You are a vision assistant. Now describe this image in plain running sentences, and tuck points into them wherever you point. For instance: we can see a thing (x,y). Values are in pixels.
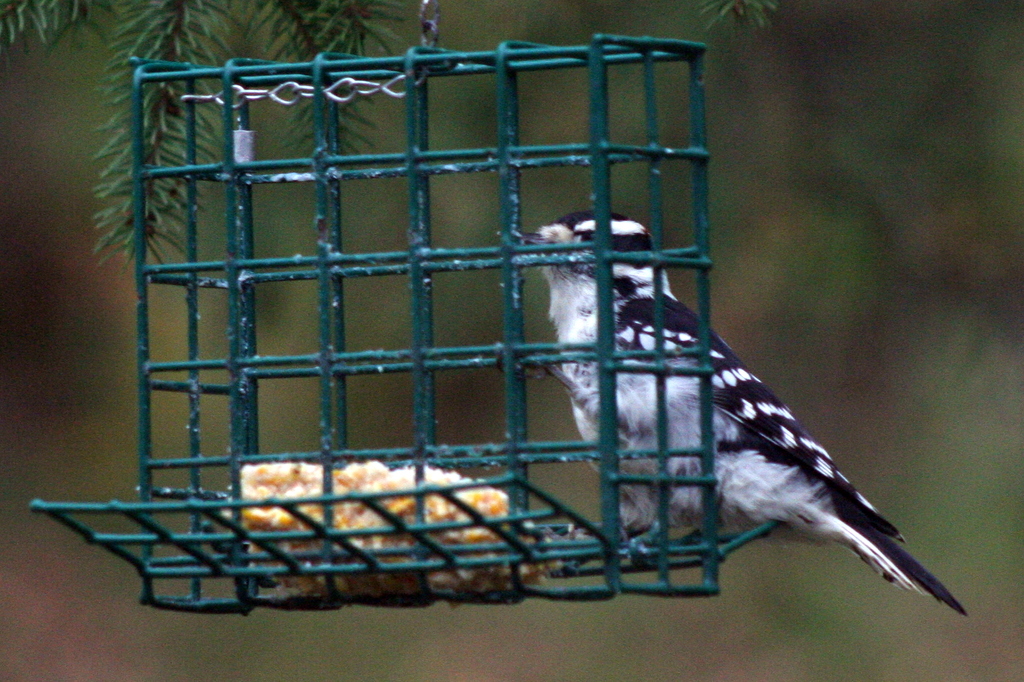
In this image I can see green colour iron stand (386,449) and on it I can see cream colour food (384,500) and a bird (700,526). I can see colour of this bird (642,502) is white and black. In background (188,8) I can see green colour leaves (203,90) and I can see this image is blurry from background (792,177).
